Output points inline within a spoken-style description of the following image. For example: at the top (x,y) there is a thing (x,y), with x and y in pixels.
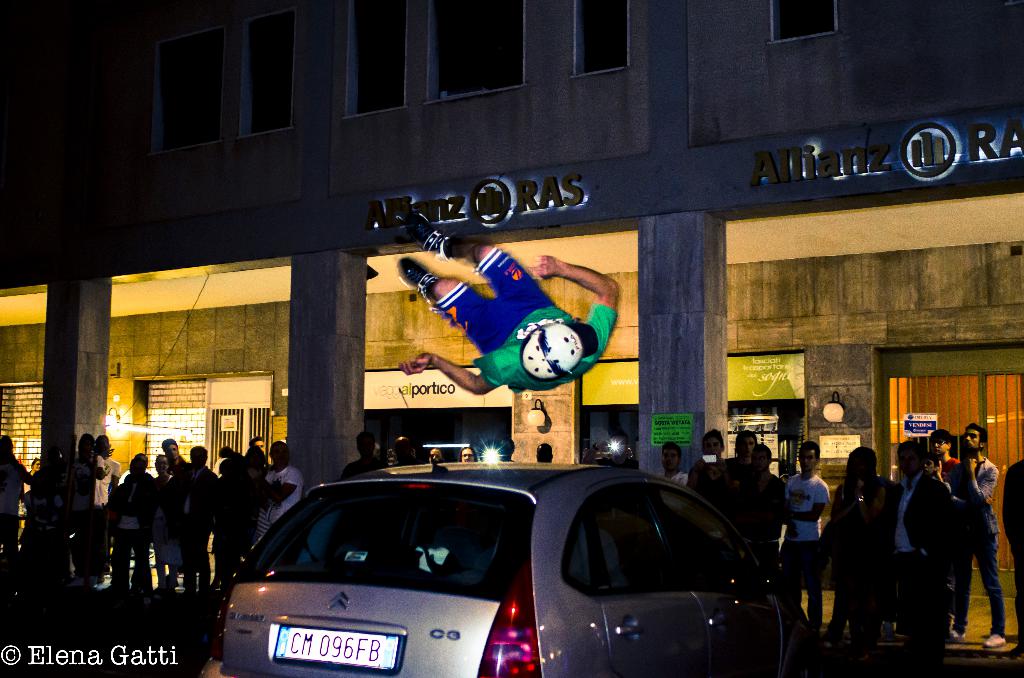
In this image I can see there is a car (666,530). And there are persons (226,488) standing. At the back (563,446) there is a building (347,262) with boards (920,417) and text (405,392).
